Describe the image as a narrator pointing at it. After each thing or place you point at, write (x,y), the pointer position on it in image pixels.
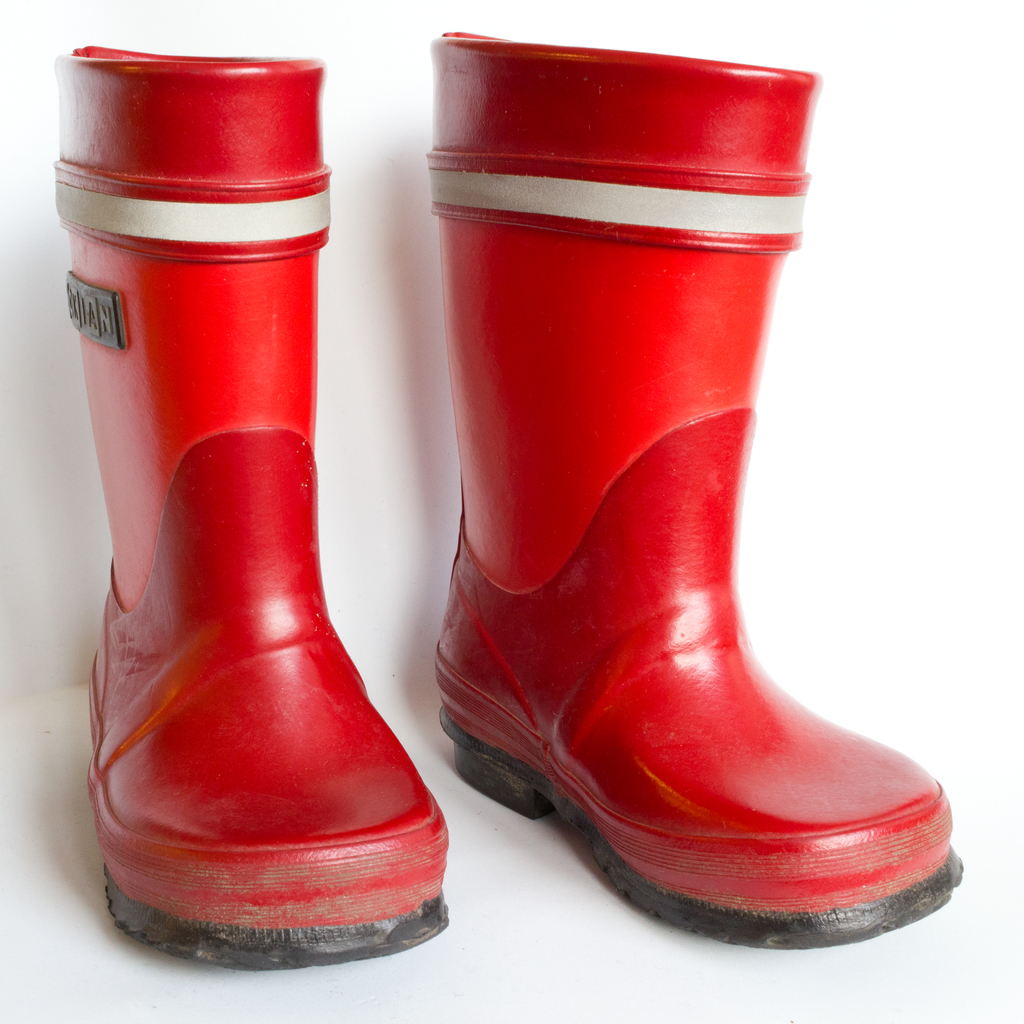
In this image we can see two red color boots (553,769) on the white surface (476,945).
